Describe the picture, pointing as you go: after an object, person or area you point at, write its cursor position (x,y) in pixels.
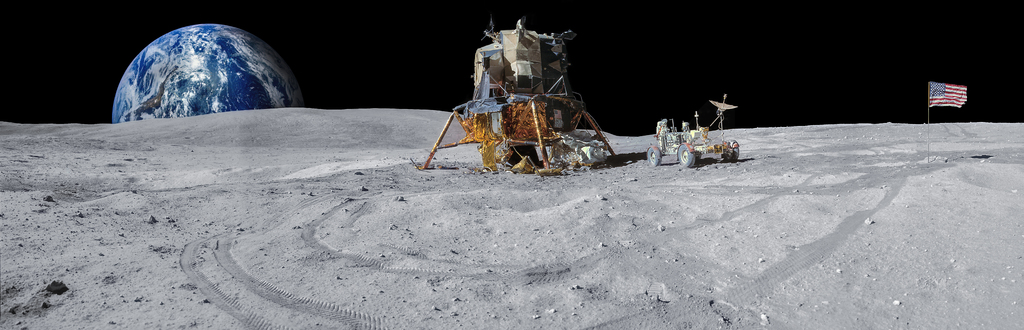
This image looks like it is clicked on the moon (891,135). In the front (687,146), we can see a vehicle (522,143). On the right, there is a flag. On the left (162,73), we can see a globe (189,84). At the bottom (568,297), there is sand (488,259).
